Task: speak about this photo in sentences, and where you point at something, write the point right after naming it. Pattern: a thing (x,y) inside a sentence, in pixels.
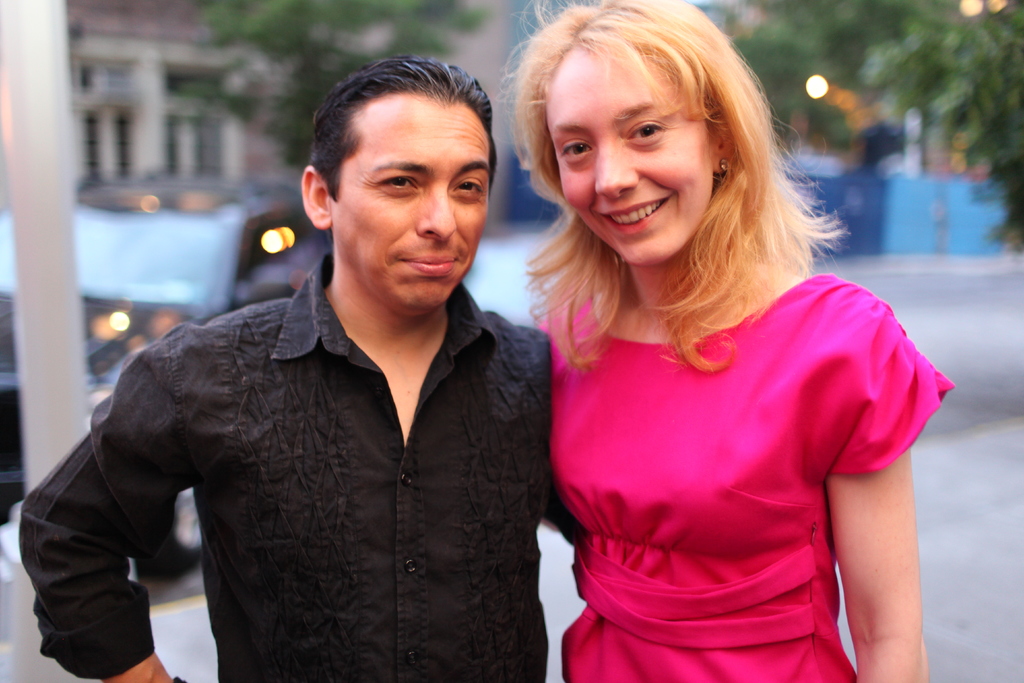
There are two people (618,498) standing and smiling. In the background (144,243) it is blurry and we can see pole (35,229), trees (925,11), car (152,253) and building (180,75).
